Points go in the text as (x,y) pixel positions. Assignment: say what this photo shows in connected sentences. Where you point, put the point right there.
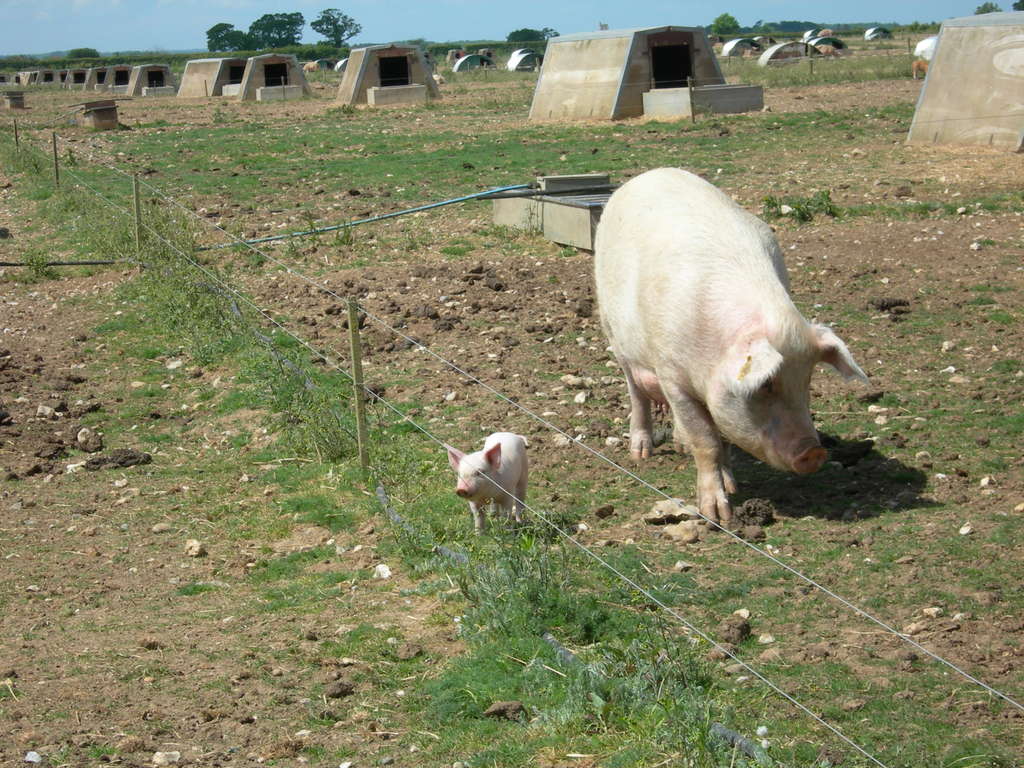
In this image I can see two pigs (801,383) in white color. Background (445,156) I can see trees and grass (314,135) in green color and sky (105,32) in blue color.
